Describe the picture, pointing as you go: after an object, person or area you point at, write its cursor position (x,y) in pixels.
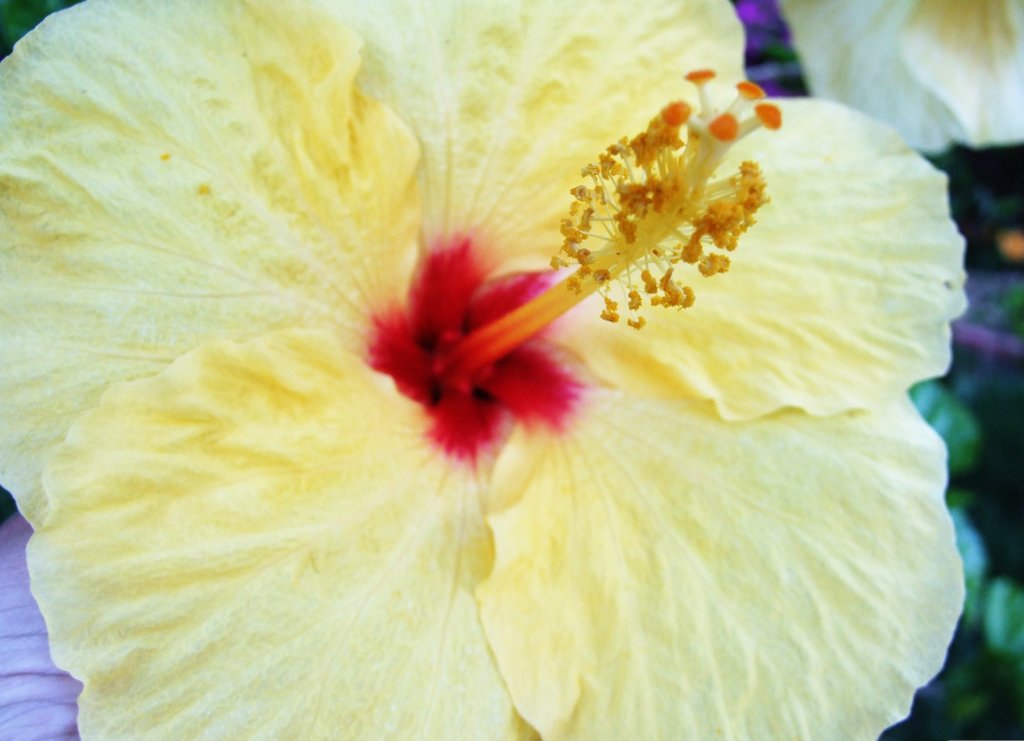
In this image there is a flower (373,351).
